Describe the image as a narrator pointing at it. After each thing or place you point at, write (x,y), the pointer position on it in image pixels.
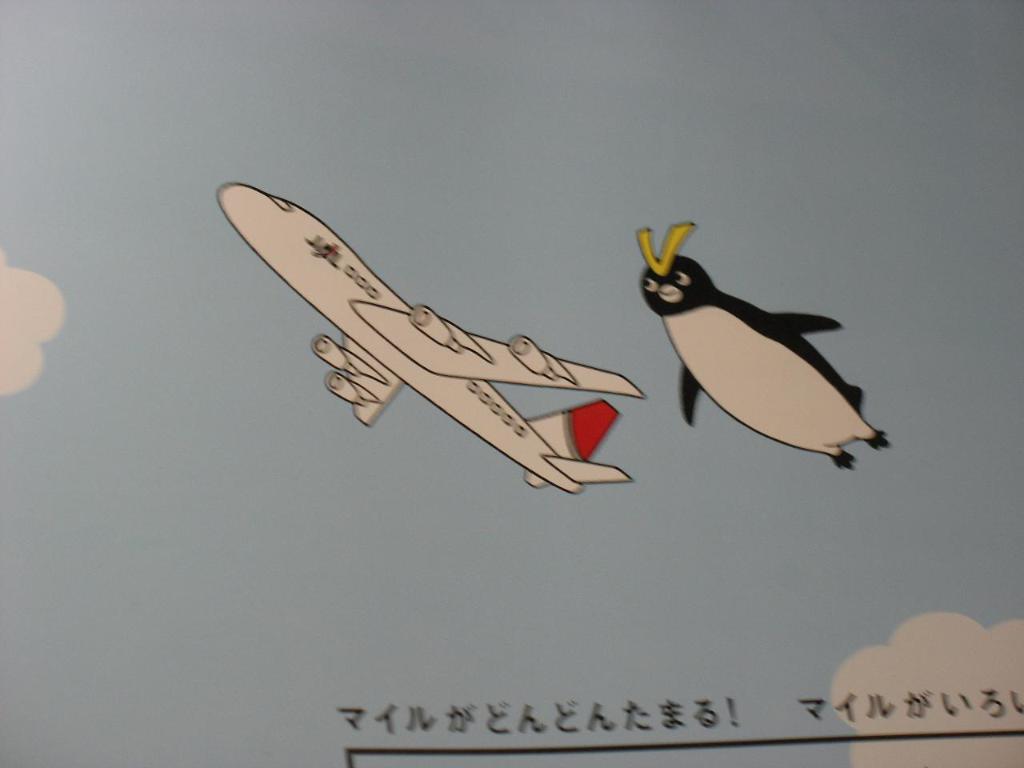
In the image in the center (543,343), we can see one poster (446,444). On the poster (615,475), we can see the sky (646,481), clouds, one airplane (597,472) and a penguin (734,393). And we can see something written on the paper (667,699).
